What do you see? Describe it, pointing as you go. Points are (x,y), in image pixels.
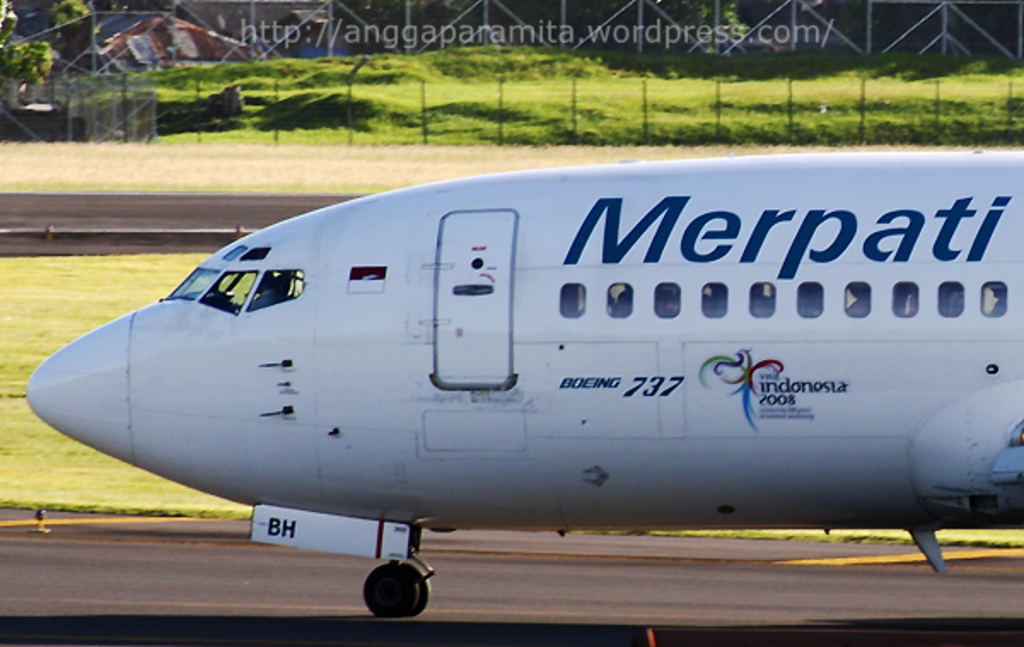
There is an airplane (648,484) on the road (601,554). This is grass (98,294) and there is a fence (424,110). In the background (675,44) we can see trees (22,65).
